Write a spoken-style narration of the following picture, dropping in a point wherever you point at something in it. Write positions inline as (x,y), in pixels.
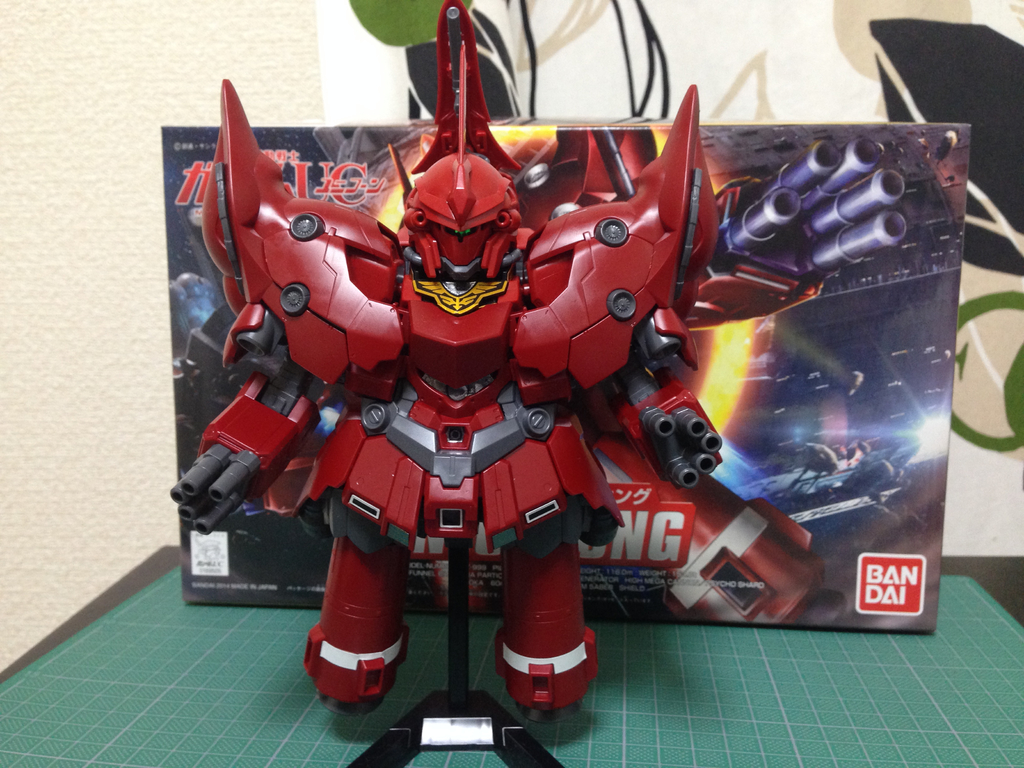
In the picture we can see a robot (468,341) which is red in color which is placed on the green color mat (189,642) and behind it, we can see a box (855,198) of the robot (472,240) with some painting (710,341) and designs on it and in the background (25,416) we can see a wall (18,431).
